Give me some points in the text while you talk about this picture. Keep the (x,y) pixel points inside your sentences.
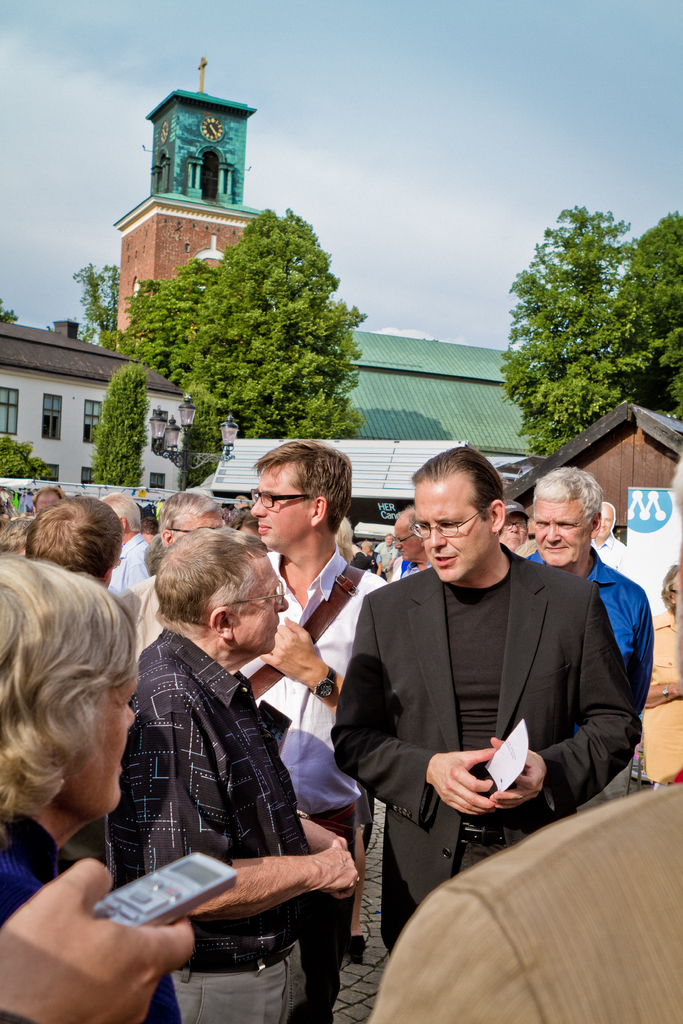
In this image there are group of people (395,632) who are standing in the middle (294,588). On the left side (70,919) there is a man (108,921) who is holding the remote (161,884). In the background (52,390) there are buildings (413,384). In front of the buildings (167,386) there is a tree (250,305). At the top (361,152) there is the sky (468,91). There is a wall clock (205,133) to the wall (187,144) of the building (189,168).
